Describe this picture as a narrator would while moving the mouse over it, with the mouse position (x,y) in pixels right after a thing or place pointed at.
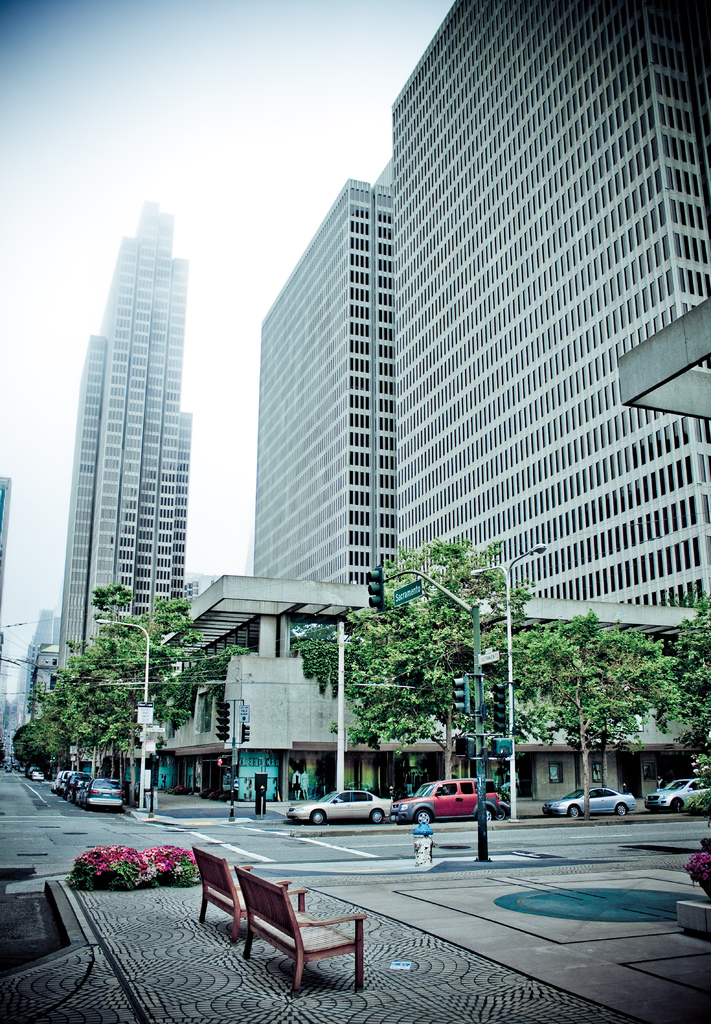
This image is clicked outside. There are many trees (453,643) and skyscrapers (343,548) in this image. In the front (281,938), there are two benches (234,914) beside that there are small plants (118,860). In the middle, there is a road (222,829), and there are many cars (375,794) parked beside the road (136,819).
